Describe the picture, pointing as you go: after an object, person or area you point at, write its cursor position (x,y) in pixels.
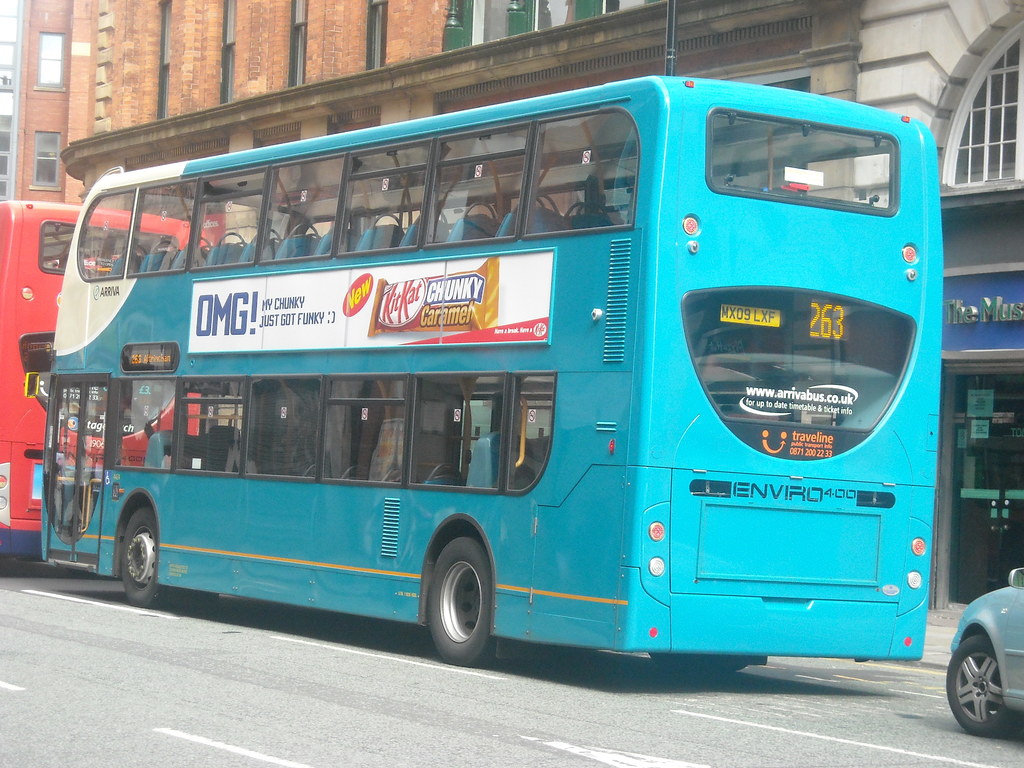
In this picture there are buses (687,523) and there is a car (1015,581) on the road (120,713). At the back (367,78) there are buildings (323,56) and there is a pole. On the right side of the image (1015,338) there is a door (1013,407) and there is a text (1004,310) on the wall (962,352). At the bottom (125,619) there is a road (326,679).
